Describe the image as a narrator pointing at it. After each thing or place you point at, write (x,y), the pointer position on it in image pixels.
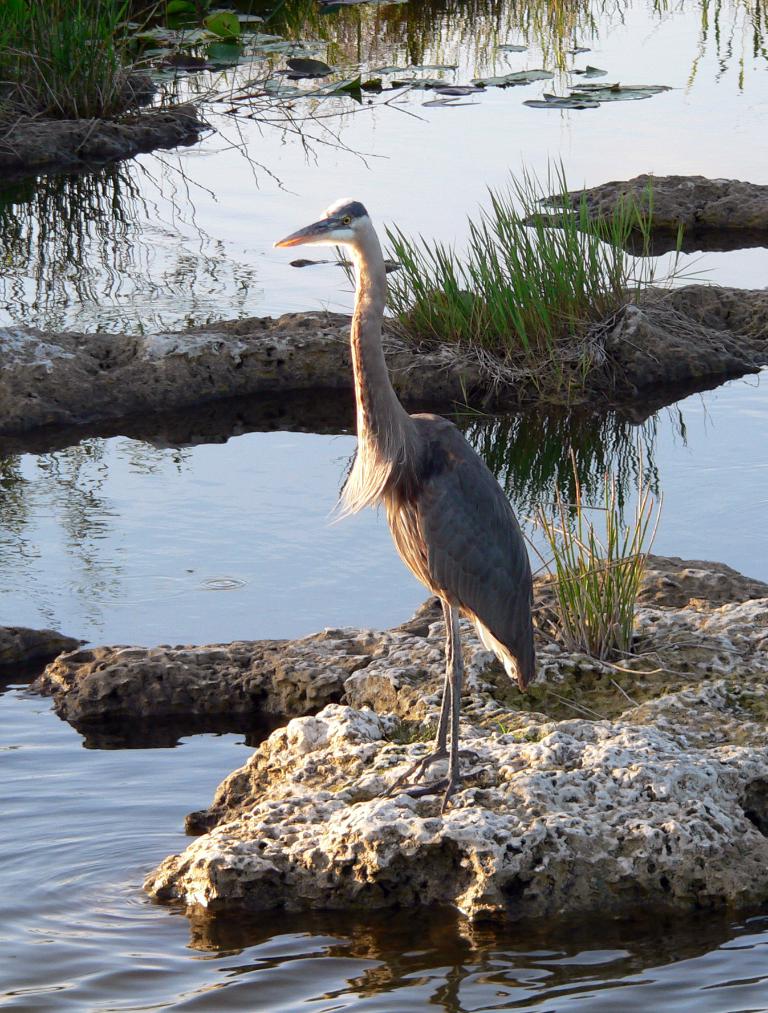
In the center of the image (360,488) there is a bird (459,549) on the stone (415,661). At the bottom of the image (383,977) there is water (146,928). In the background of the image (9,69) there is grass (45,37).
